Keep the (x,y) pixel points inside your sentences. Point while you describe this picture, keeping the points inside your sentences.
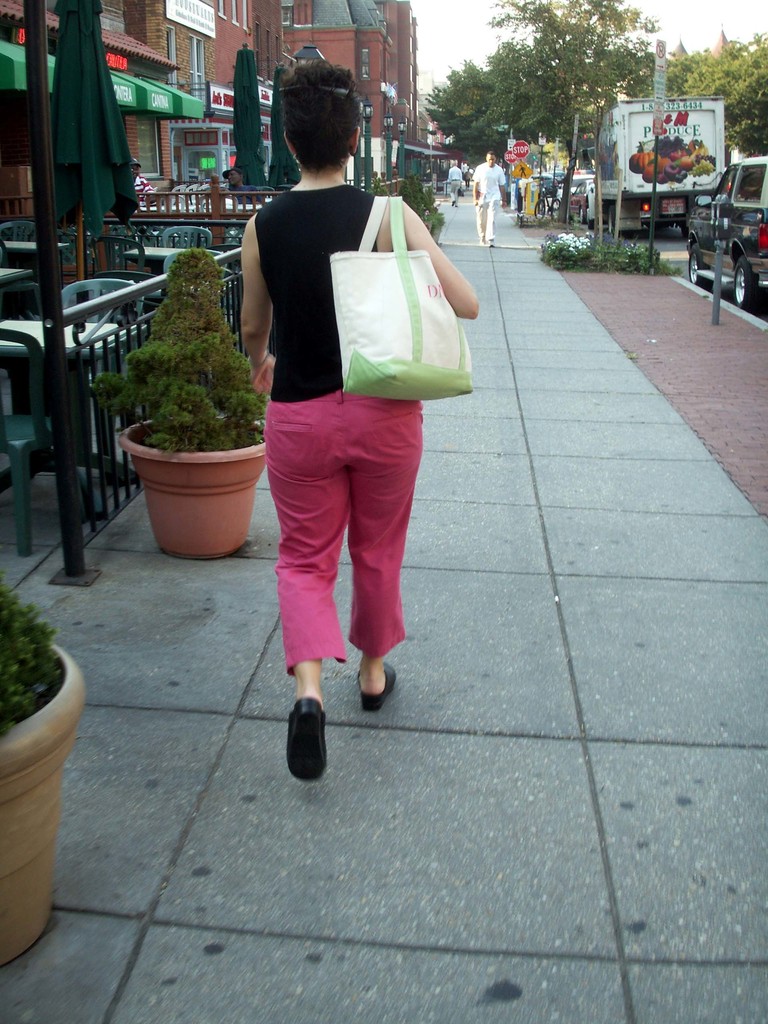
In this picture we can see a woman (408,535) who is walking on the road (672,631). These are the plants (201,343). Here we can see some trees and these are the buildings (415,60). And this is sky (450,25).
